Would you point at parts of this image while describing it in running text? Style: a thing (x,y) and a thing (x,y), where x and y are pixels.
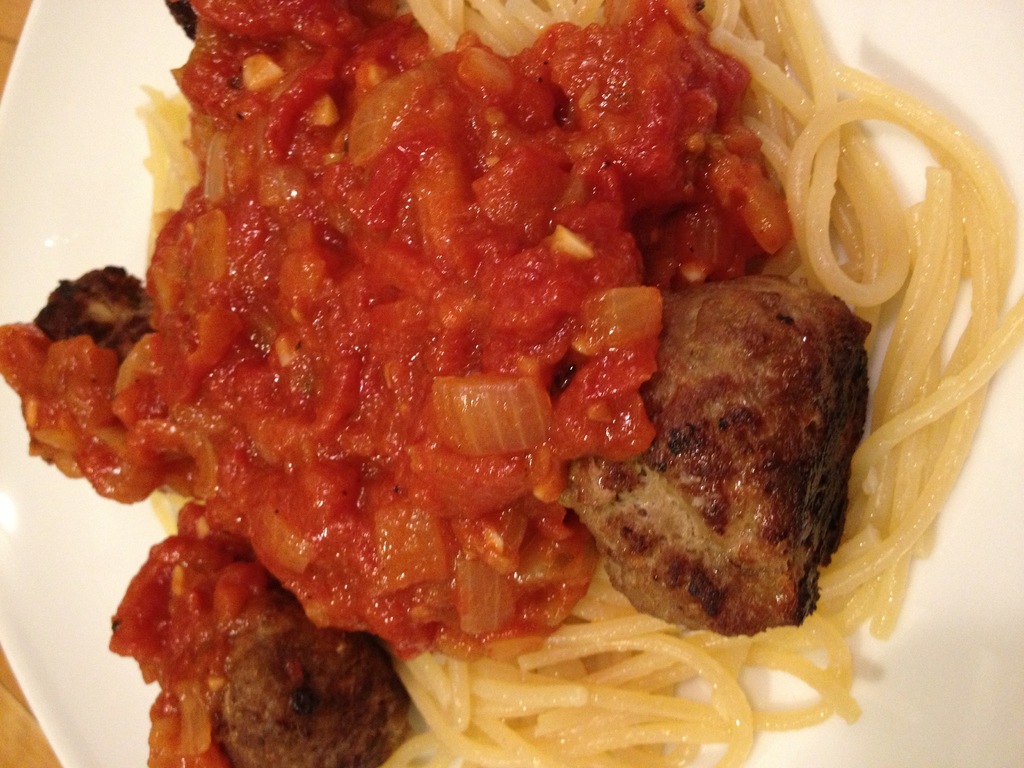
In this picture we can see a table (21,744). On the table (31,742) we can see a plate (125,573) which contains food (661,612).
